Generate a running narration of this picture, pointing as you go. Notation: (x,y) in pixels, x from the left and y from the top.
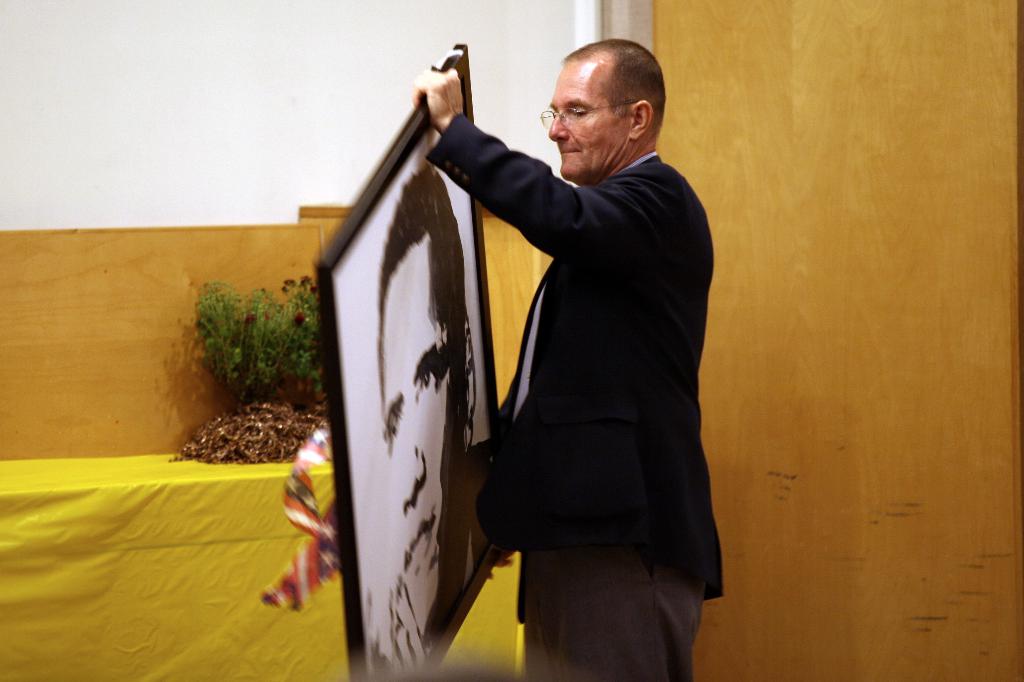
In this image in the center (540,366) there is one man (553,290) who is standing and he is holding a photo frame (447,451), in the background (192,311) there is a wall (199,346) and a table (194,499). On the table (239,485) there are some plants (249,391).
